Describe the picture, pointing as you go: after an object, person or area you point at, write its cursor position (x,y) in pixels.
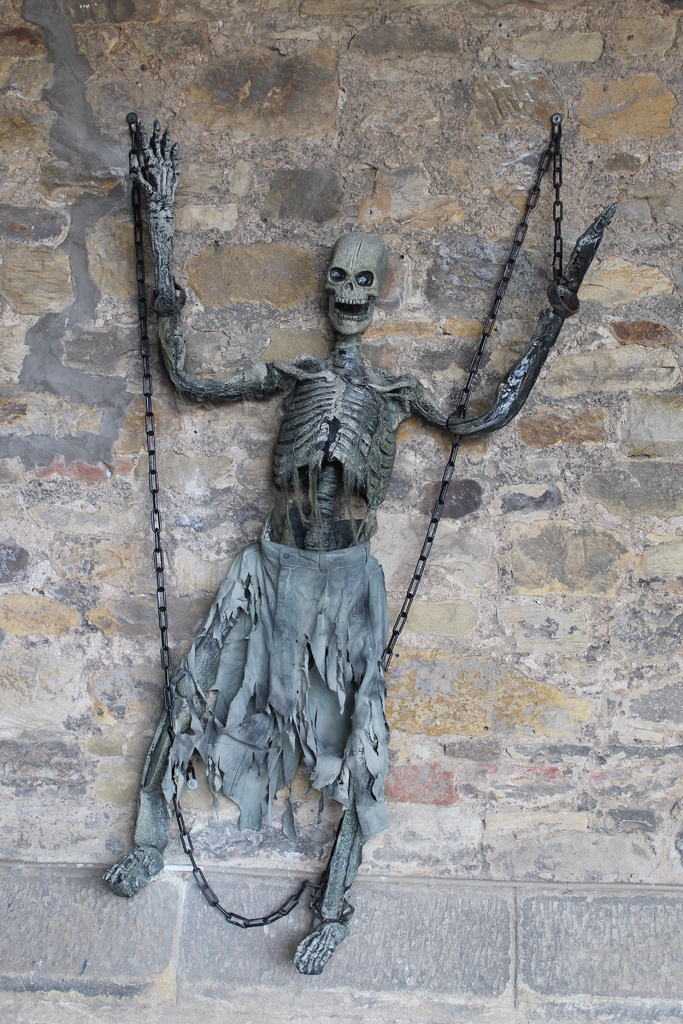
In this image I can see the skeleton (312,395) which is in grey color. And I can see the metal chain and the cloth (237,622) to it. In the back (275,317) I can see the wall (323,156).
